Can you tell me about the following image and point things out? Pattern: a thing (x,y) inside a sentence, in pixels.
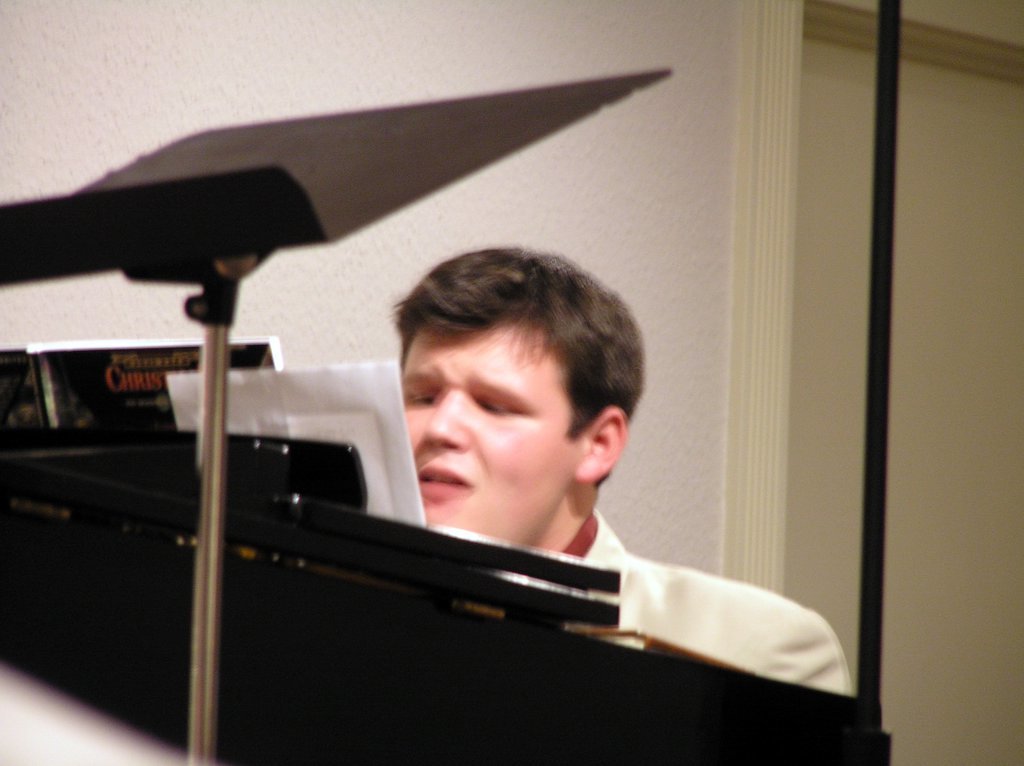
In the middle of the image (504,352) a man (599,332) is sitting in front of a piano (295,539). Behind him there is a wall (1016,195).
